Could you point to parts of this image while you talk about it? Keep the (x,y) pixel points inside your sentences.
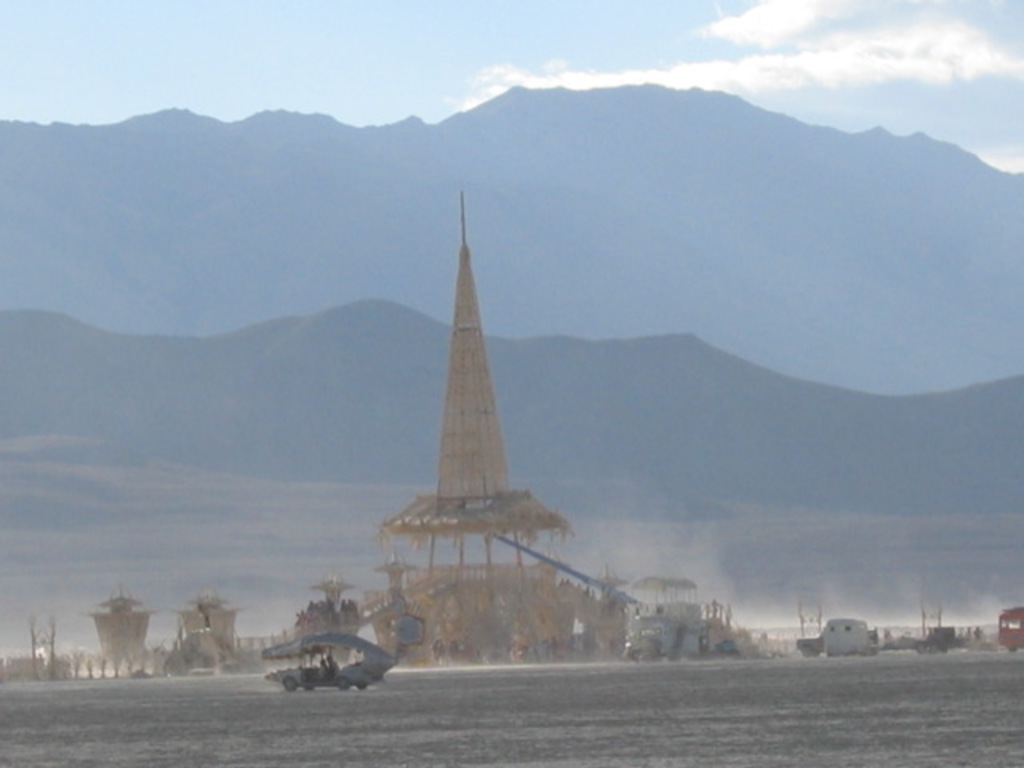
There are few vehicles (930,636) and there are few objects (562,628) beside it and there are mountains (434,273) in the background (672,307).
